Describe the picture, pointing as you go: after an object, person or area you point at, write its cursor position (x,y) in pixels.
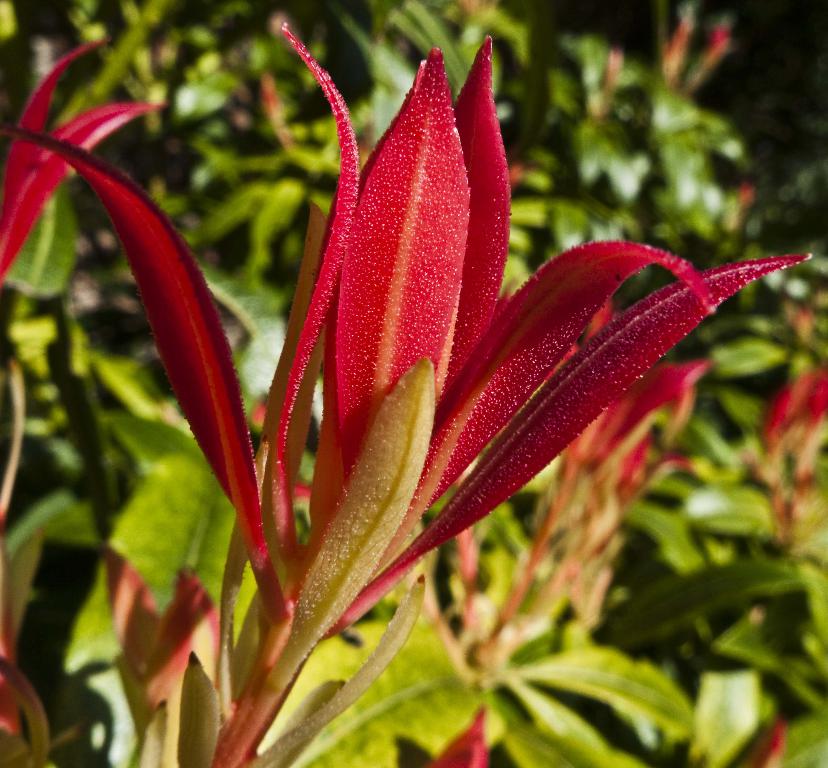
In the middle of the image (388,371), there is a red color flower (351,284) of a plant (242,695). In the background (20,191), there are plants (783,241) having green color leaves (620,685). Some of them are having flowers (599,526).
